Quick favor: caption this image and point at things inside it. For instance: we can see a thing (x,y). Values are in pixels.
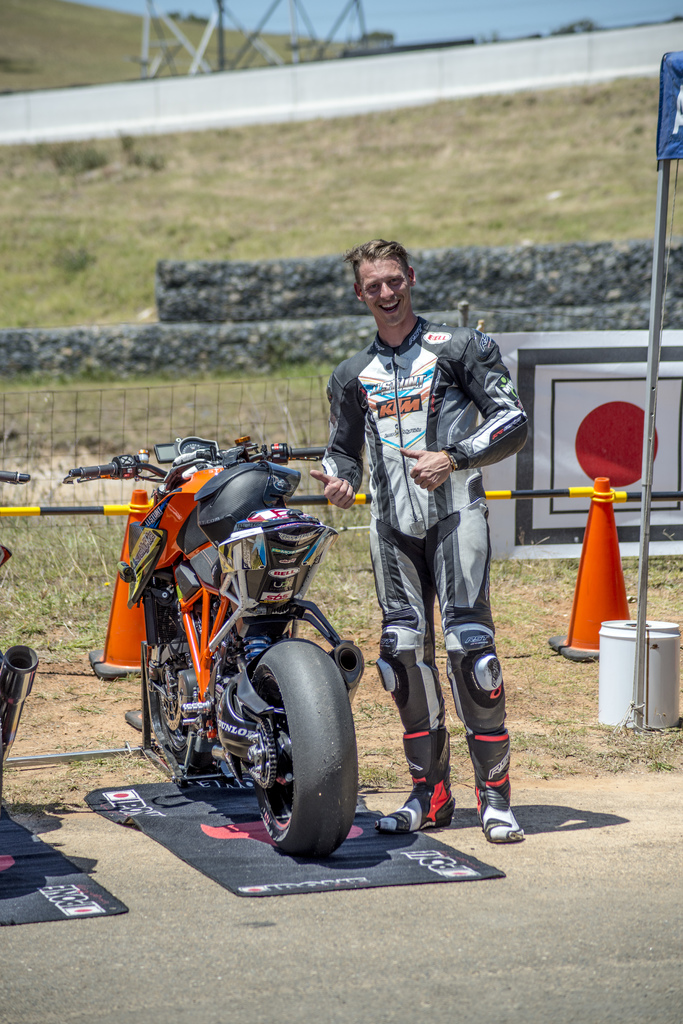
In the background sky (323,18) is visible. In this picture we can see metal beams (164,21), grass (20,18), walls (387,106), net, traffic cones (572,618), bike (204,702), road (511,923) and few objects (652,420). We can see a man (411,685) standing and he is giving a pose.
